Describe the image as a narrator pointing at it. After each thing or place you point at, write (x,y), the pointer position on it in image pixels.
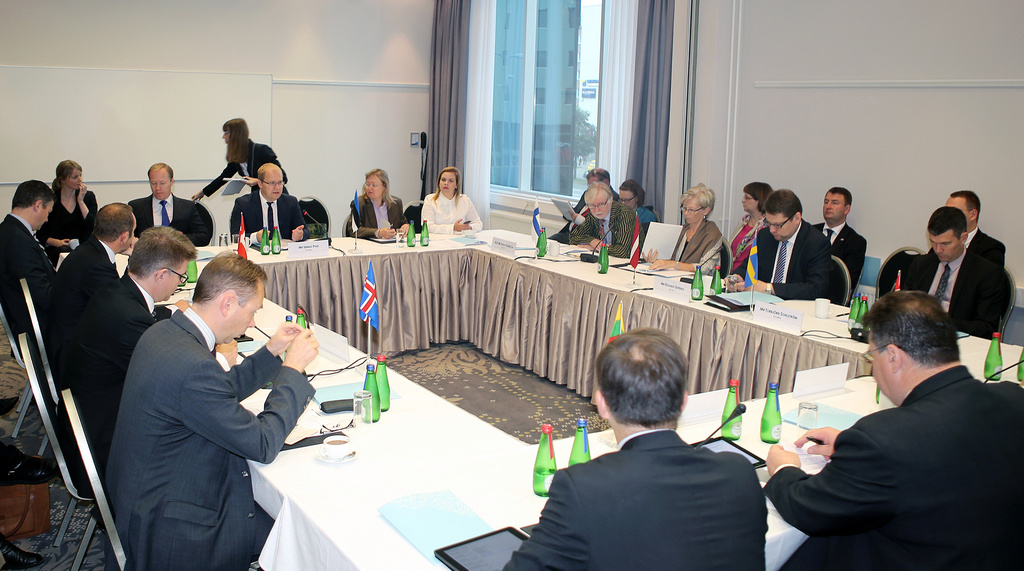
Here in the image we can see the group of people (400,214) were sitting around the table (669,314). And in the center (374,300) there is a flag (374,297). And on table (466,261) there is a cloth (418,288) and water bottles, tab (509,535), coffee cup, glasses (362,404) etc. Coming to the background (454,118) there is a curtain (444,115) in brown color.
